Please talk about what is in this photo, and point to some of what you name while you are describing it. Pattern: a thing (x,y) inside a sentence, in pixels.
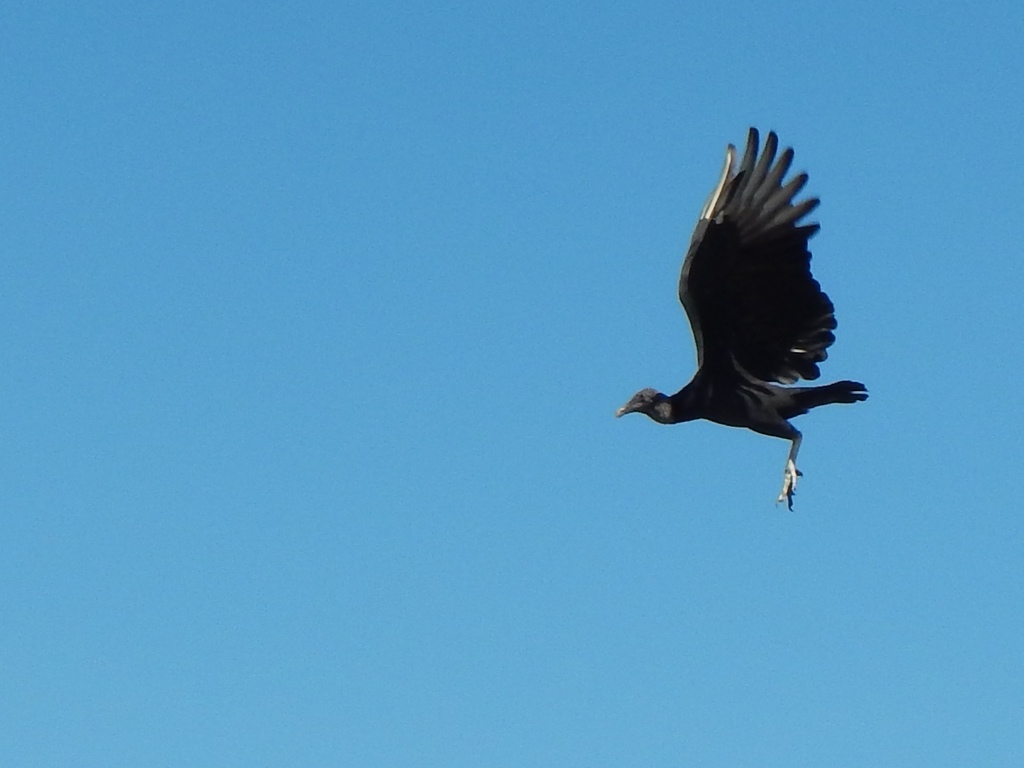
In this picture I can see a bird (702,328) flying and I can see a blue sky (525,320) in the background (539,338).
